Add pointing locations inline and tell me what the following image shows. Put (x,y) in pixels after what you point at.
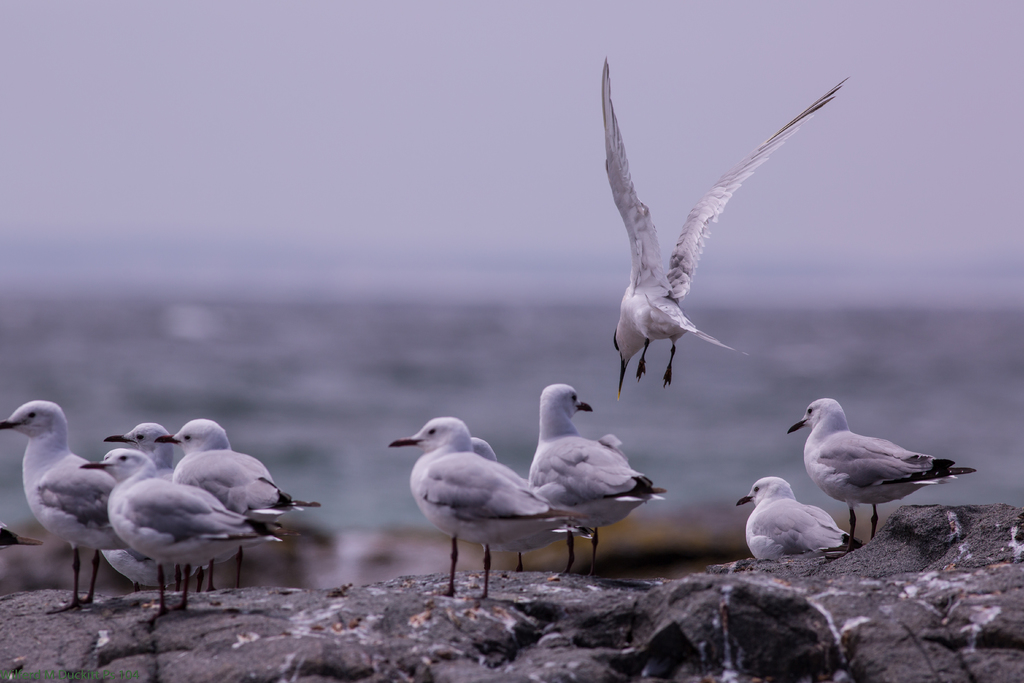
In this image, we can see some birds (832,442) sitting on the rocks (857,618) and there is a blur background (150,185).
